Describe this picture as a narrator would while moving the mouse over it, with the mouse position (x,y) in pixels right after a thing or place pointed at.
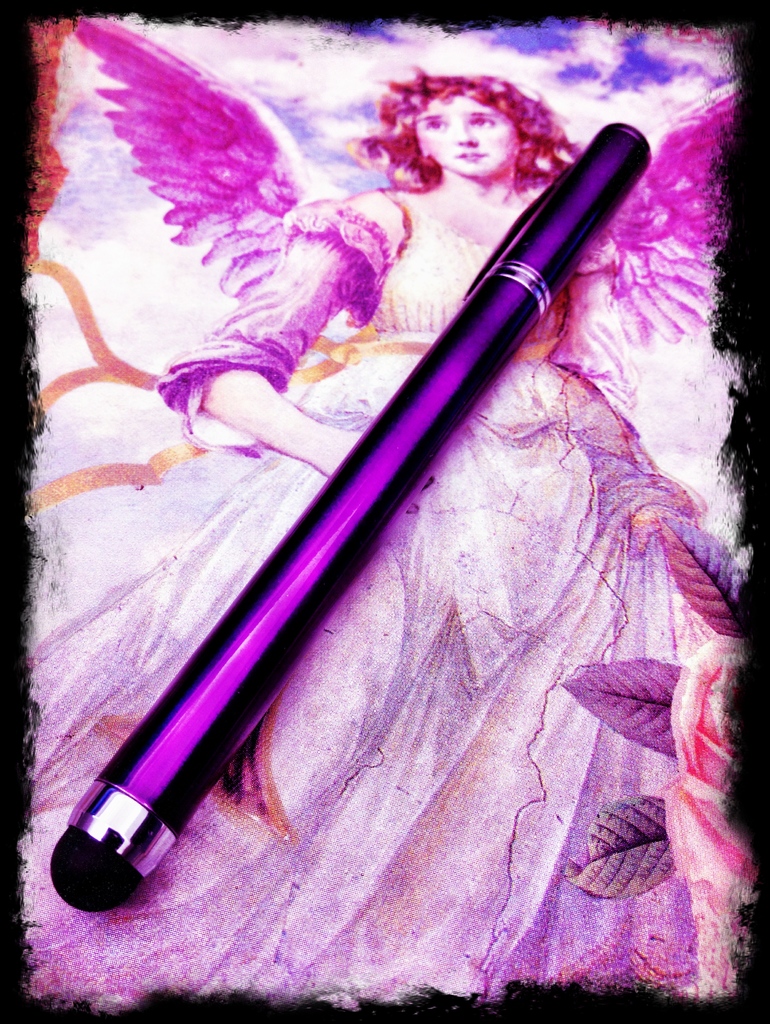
In this image there is a painting (416,522) of an angel (297,404) with a pen (292,624) on it.
